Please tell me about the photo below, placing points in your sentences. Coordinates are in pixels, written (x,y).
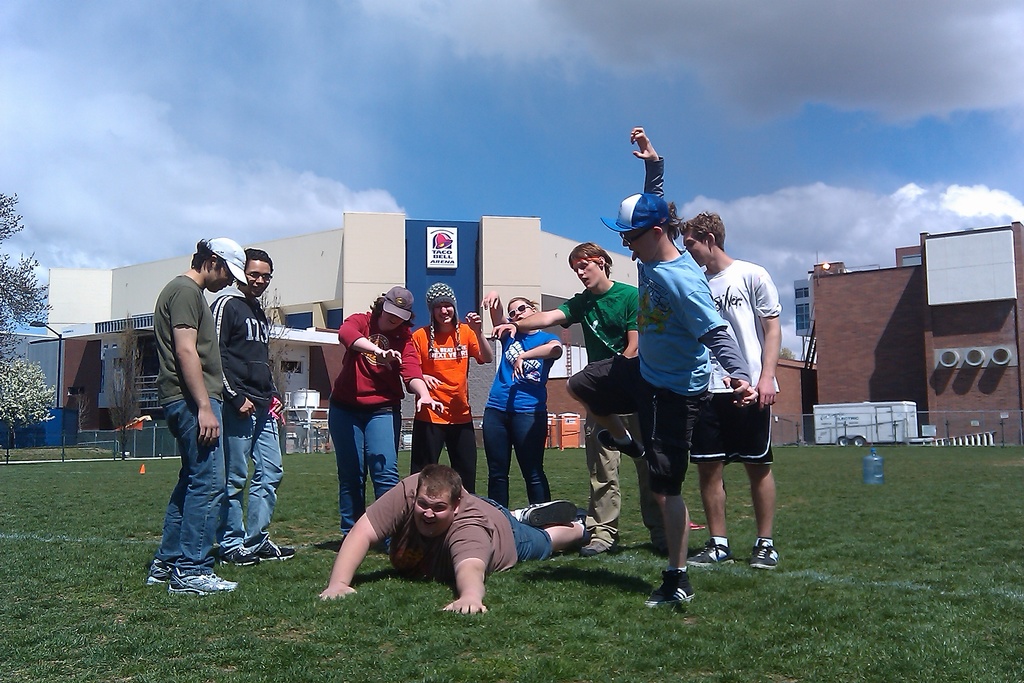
In this picture there is a group of people (528,393) standing and giving a pose into camera. In the front (476,574) bottom side there is a boy (437,574) lying on the ground (543,665). Behind we can see yellow color building (517,278). On the right side (906,354) there is a brown color house (923,399).
